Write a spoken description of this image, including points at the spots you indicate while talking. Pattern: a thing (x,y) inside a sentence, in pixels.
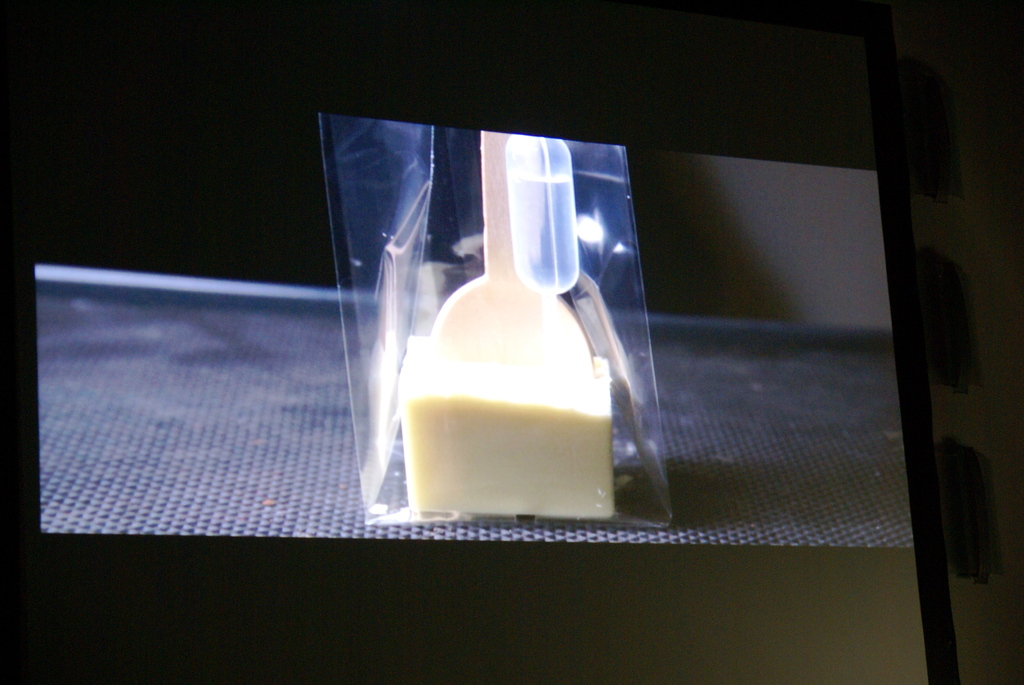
In this image there is an object (558,209) displayed on the screen (346,311).
